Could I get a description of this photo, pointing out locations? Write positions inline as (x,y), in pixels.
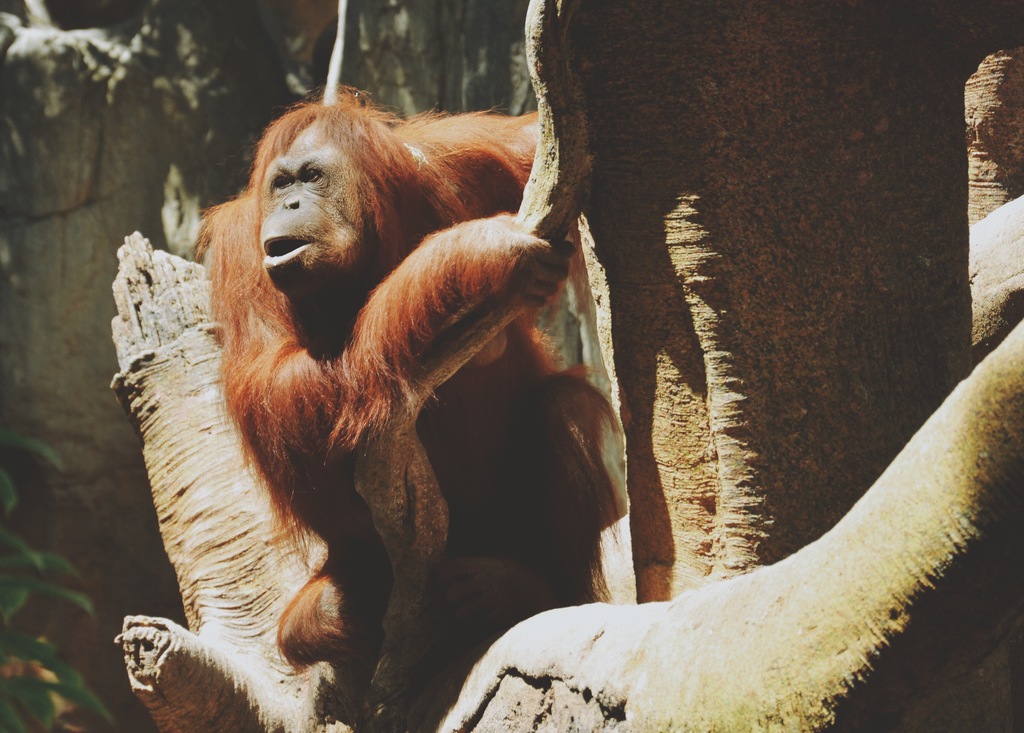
In the center of the image (501,352) we can see an orangutan (517,474) on the tree (818,478). In the background (39,684) there is a plant (17,587).
